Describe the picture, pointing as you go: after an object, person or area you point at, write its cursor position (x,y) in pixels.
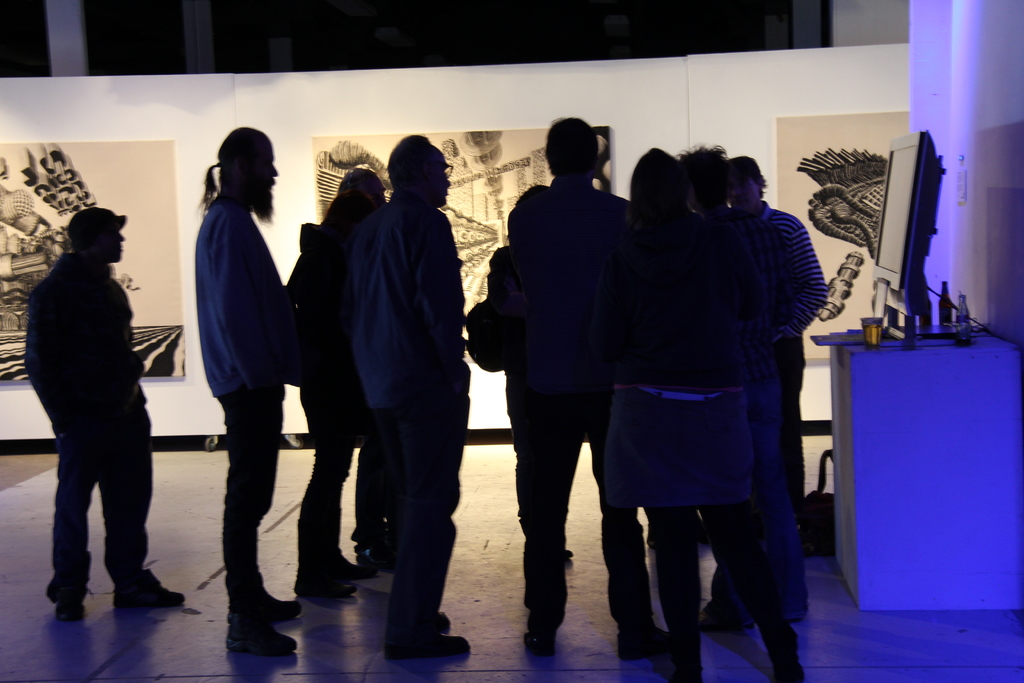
In the picture I can see some group of people (264,302) standing in one place, side we can see table (849,481) on which system (930,224) is placed, behind we can see some banners (816,171) to the wall (181,245).
